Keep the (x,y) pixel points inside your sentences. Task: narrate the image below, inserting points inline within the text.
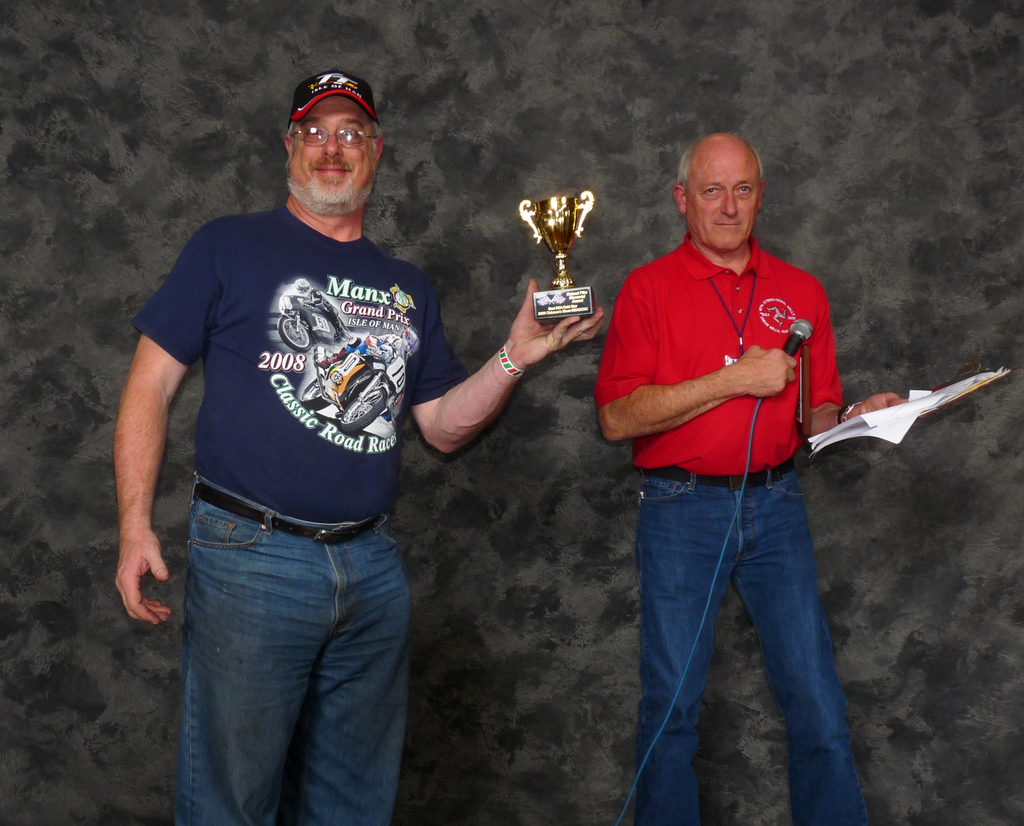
In this image there is a person (299,102) standing and holding a trophy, and another person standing and holding a mike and papers (864,420).
